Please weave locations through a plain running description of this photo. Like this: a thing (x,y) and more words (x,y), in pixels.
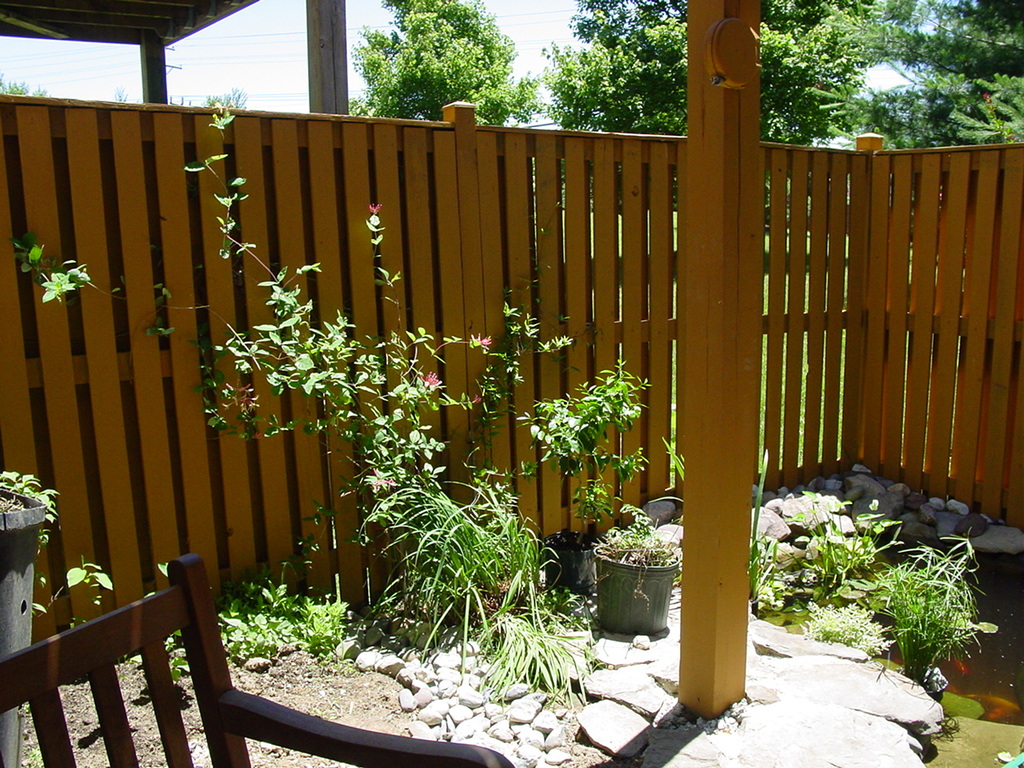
In the picture there is a chair (157,681) and behind the chairs (120,715) there are stones (480,670) and plants (450,535). Around the plants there is a wooden fencing (471,266), in the background (630,110) there are many trees (915,85).
